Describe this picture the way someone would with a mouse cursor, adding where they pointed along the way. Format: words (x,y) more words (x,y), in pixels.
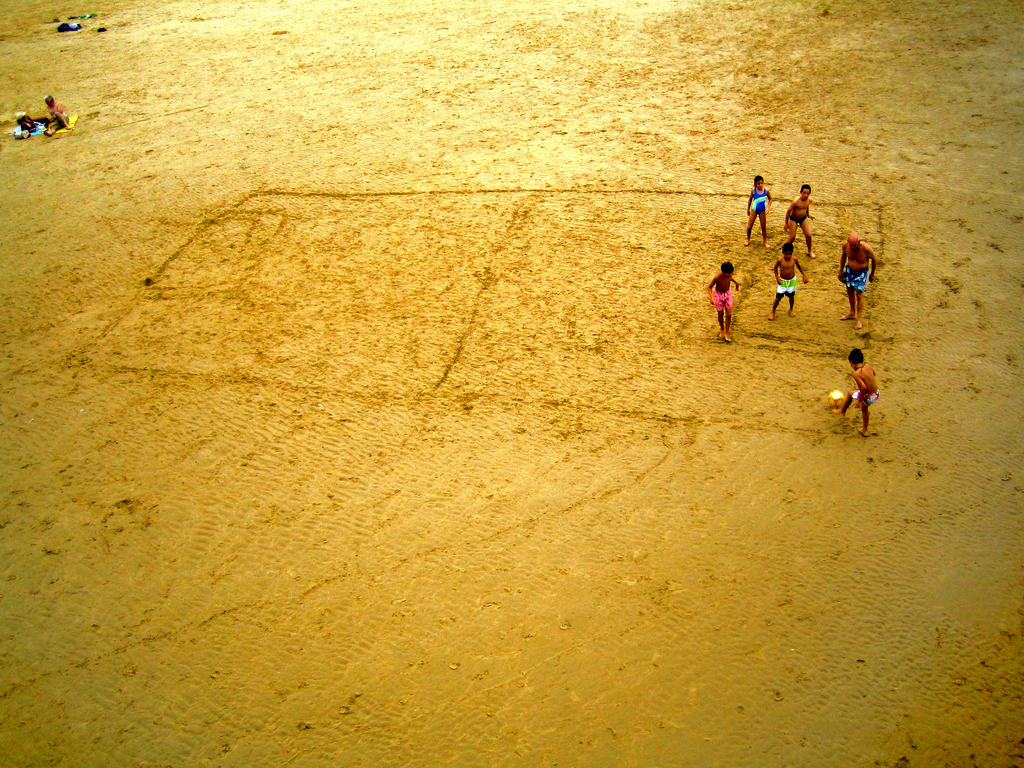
In this picture we can see a group of people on the ground (625,378).
